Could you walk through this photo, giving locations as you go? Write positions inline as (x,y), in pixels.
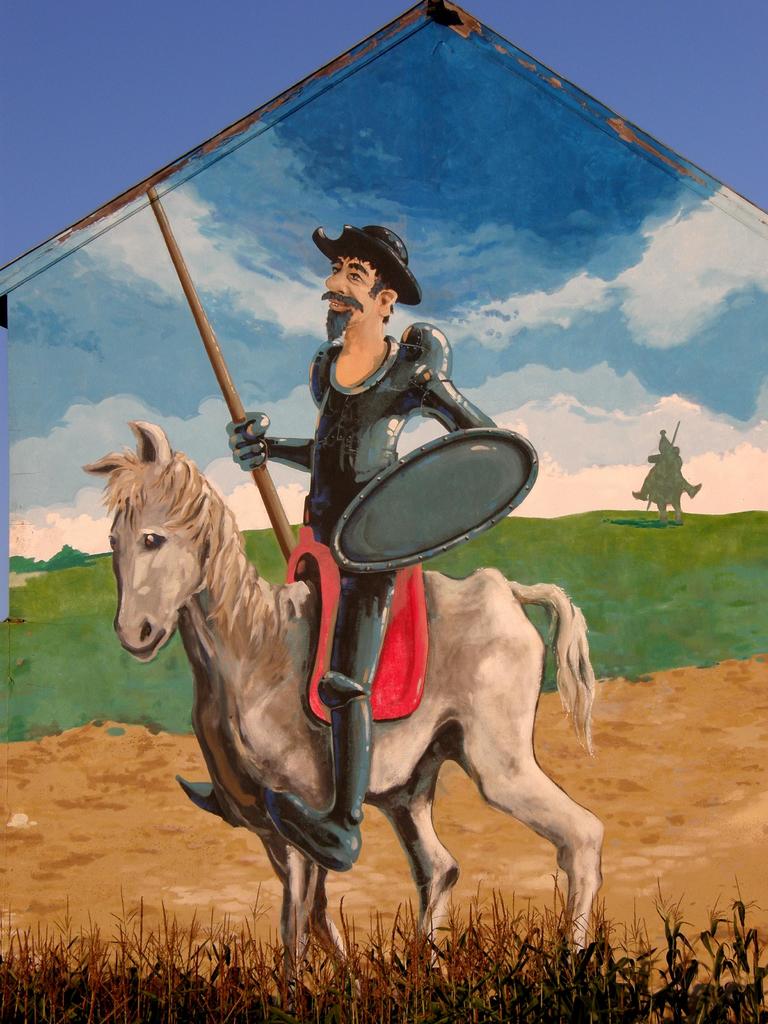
In the center of the image (464,419) we can see one board (111,594). On the board (179,636), we can see some painting (378,678), in which we can see one person (369,672) riding a horse (434,580) and he is holding some objects (261,483). And we can see the sky (281,473), clouds (281,473), grass (604,597) and a few other objects (682,481). In the background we can see the sky (4,31).
